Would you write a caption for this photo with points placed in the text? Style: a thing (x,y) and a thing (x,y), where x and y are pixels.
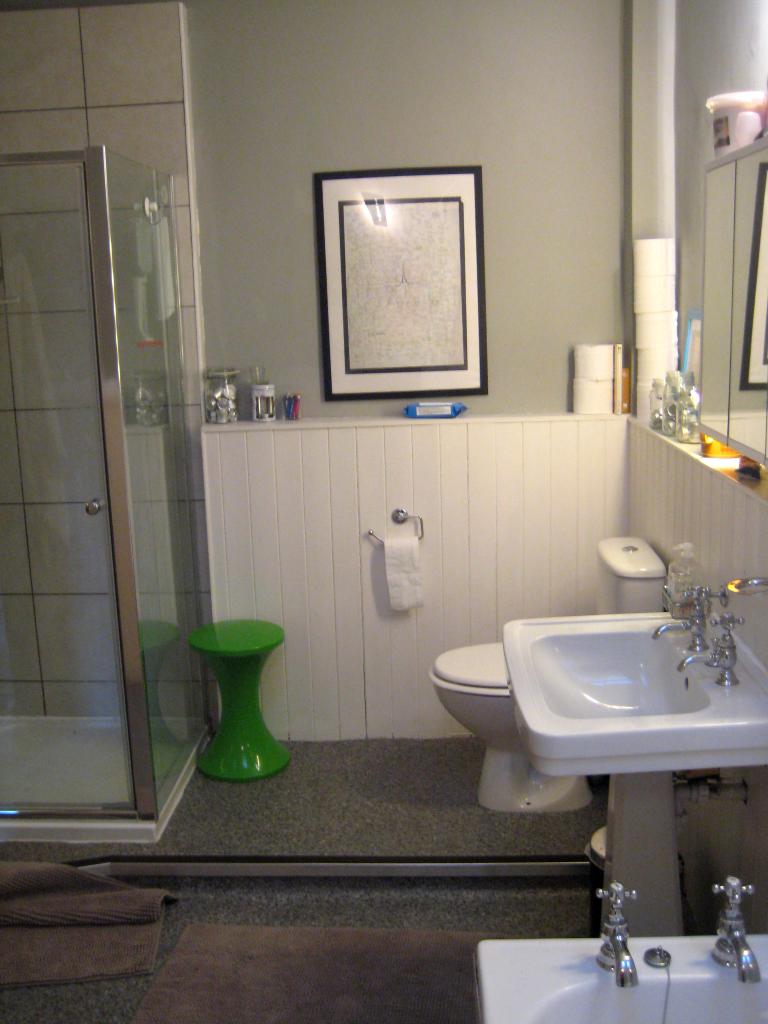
In this image, we can see an inside view of a bathroom (556,391). There is a shower cabin (78,395) on the left side of the image (73,336). There is a stool (224,629) and toilet seat (446,679) in the middle of the image (491,665). There are sink basins (672,757) in the bottom right of the image (716,1005). There is mirror (731,433) and some tissue bundles (644,323) on the right side of the image (643,382). There is a photo frame (478,197) on the wall (515,295).
